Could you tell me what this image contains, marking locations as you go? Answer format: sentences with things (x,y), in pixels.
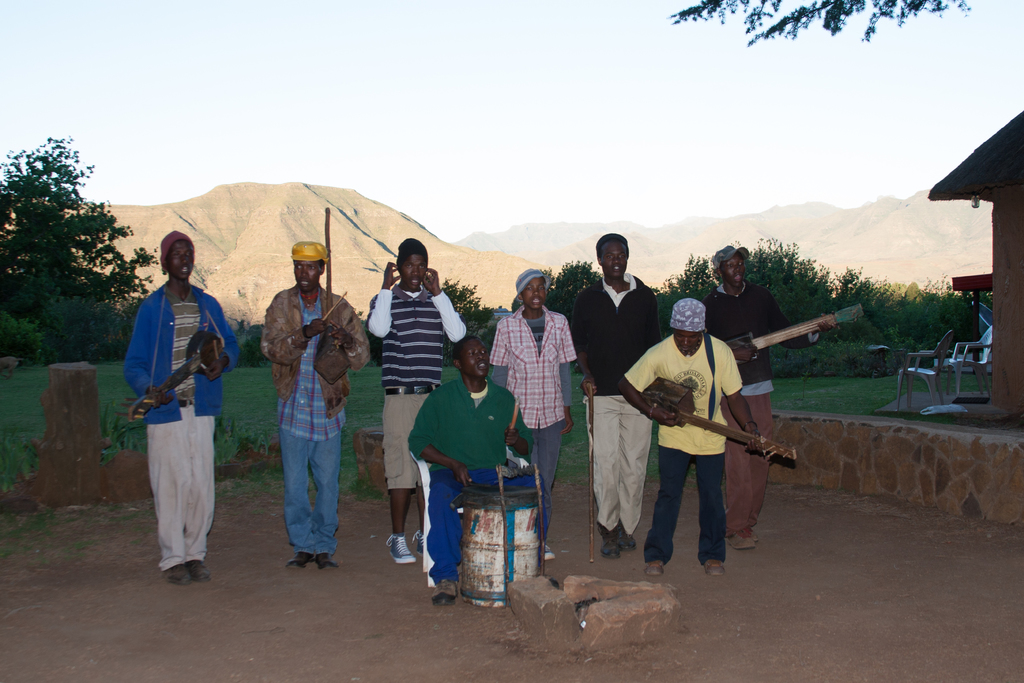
In this image we can see a few people (397,416) holding the musical instruments (466,520), there are some trees (884,340), pillars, chairs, trees (859,352), grass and a house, in the background (468,215) we can see the sky (944,166).
